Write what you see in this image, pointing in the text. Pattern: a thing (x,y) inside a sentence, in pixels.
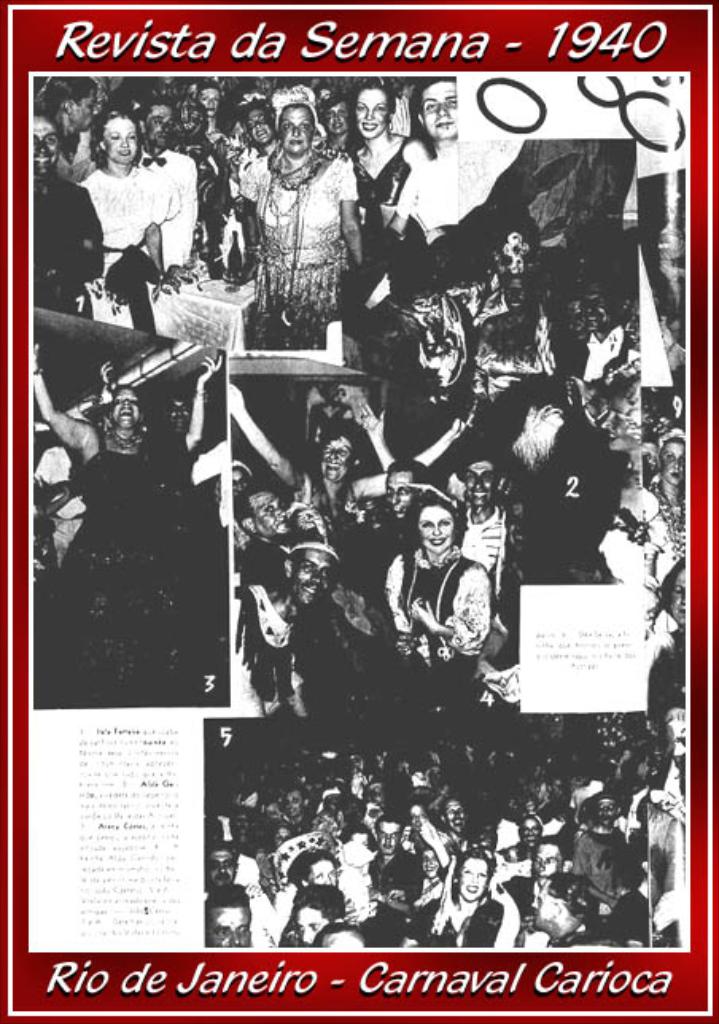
This is a poster (499,447). On this poster (393,580) we can see crowd (279,600) and there is text (576,660) written on it.
